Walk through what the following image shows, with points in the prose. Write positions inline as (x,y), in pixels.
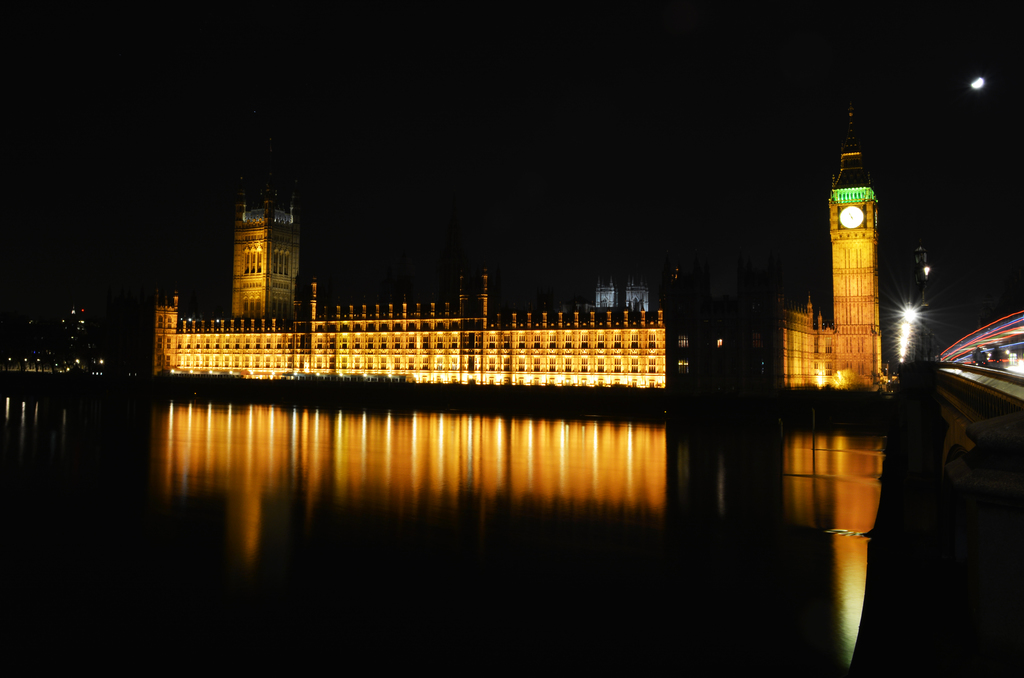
In this picture we can observe river (342,459). There is a building (377,343). We can observe yellow color light (382,358) on the building (525,368). On the right side (875,265) there is a clock tower (843,224). The background (866,143) is completely dark.
